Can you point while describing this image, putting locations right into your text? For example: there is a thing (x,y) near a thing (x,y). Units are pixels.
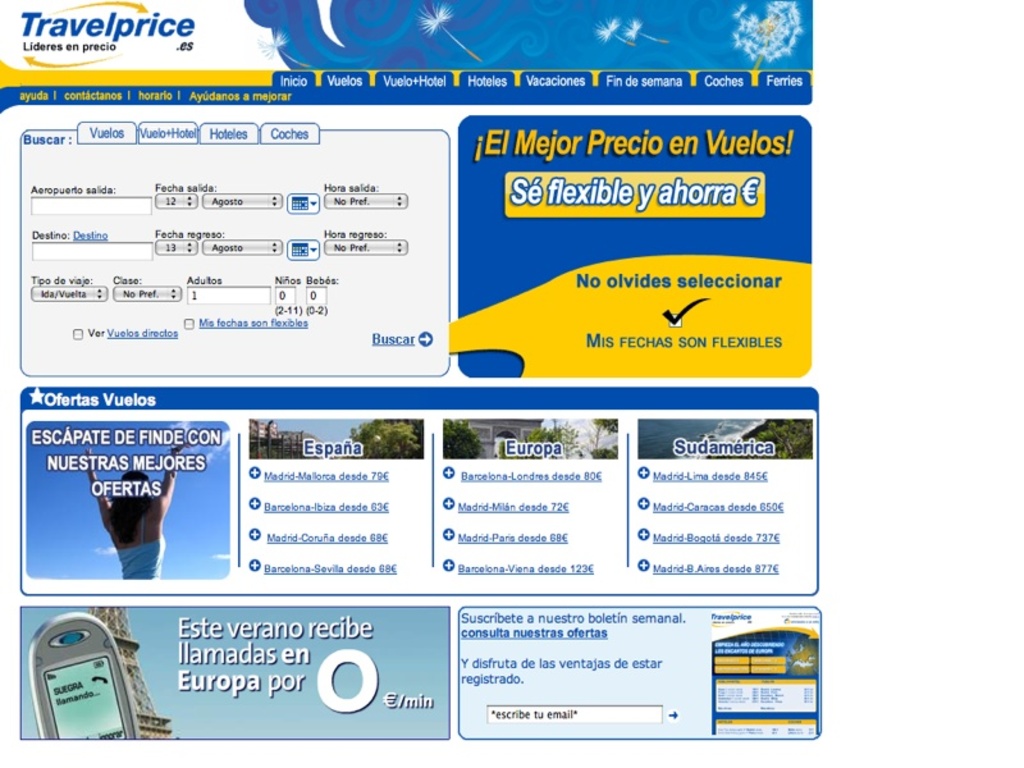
There is a poster (218,522) having images (132,555) of a person (128,572) and things (86,647) and there are texts (91,42) on the poster (126,190). And the background of this poster (97,284) is white in color.
